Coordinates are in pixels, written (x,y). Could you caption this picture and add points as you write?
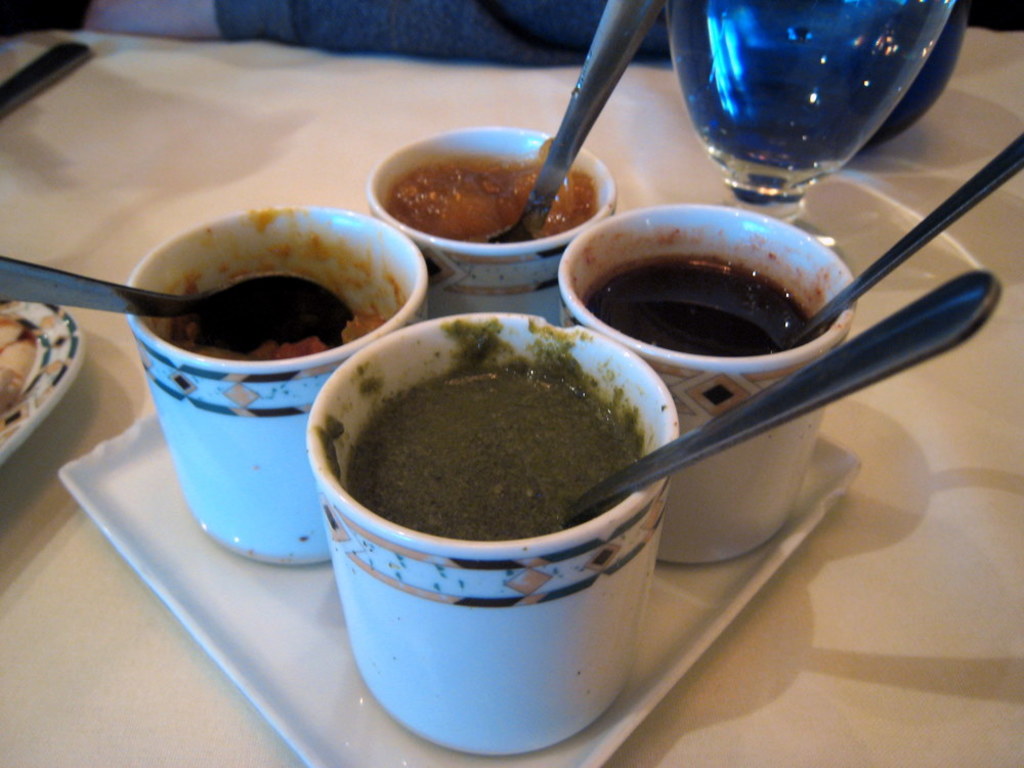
In this picture we can see a tray (672,656) on a platform (766,641), on this tray (217,572) we can see cups (258,524) with food (381,481), spoons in it and in the background (716,87) we can see a glass (708,98), spoon (564,131) and some objects (542,33).
